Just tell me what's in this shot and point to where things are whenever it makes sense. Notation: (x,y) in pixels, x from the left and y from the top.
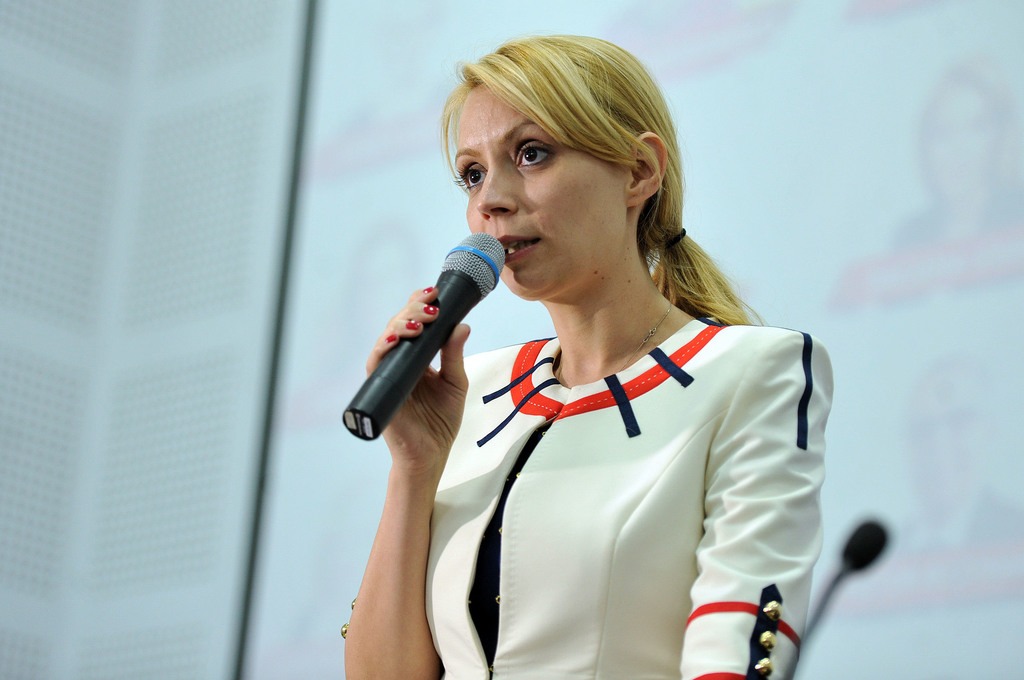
This is the woman (574,553) standing and holding a mike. I think she is speaking. She wore a white dress (587,516). This looks like another mike (864,561). In the background (808,208), I think this is the screen (854,186) with a display (727,47).
